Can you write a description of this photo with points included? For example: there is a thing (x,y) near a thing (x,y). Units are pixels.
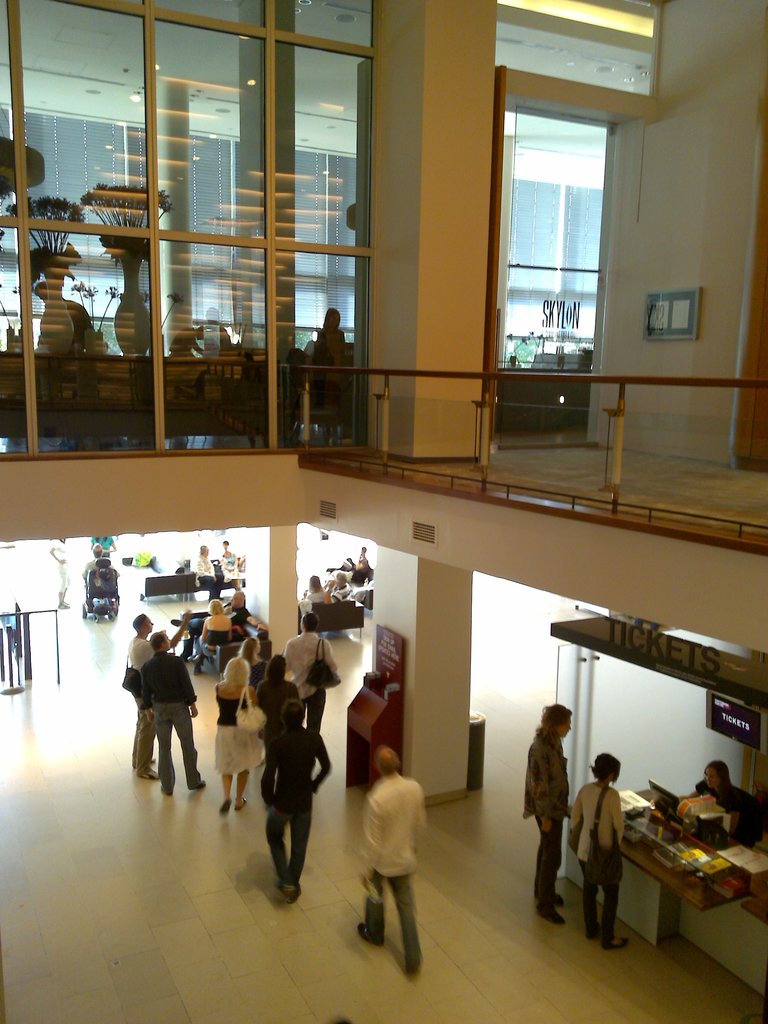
In this image at the bottom (407,832) there is a man (392,878), he wears a white shirt (394,819), trouser (378,930) and shoes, he is walking, in front him there is a man (303,747), he wears a black shirt (288,794), trouser (286,860) and shoes (290,886), he is walking, in front of them there are many people (304,693). On the right (557,756) there are some people (554,747), poster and computer (673,812). At the top (54,329) there are plants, some people (185,354), doors (502,180), glasses (242,256) and wall (635,369).
